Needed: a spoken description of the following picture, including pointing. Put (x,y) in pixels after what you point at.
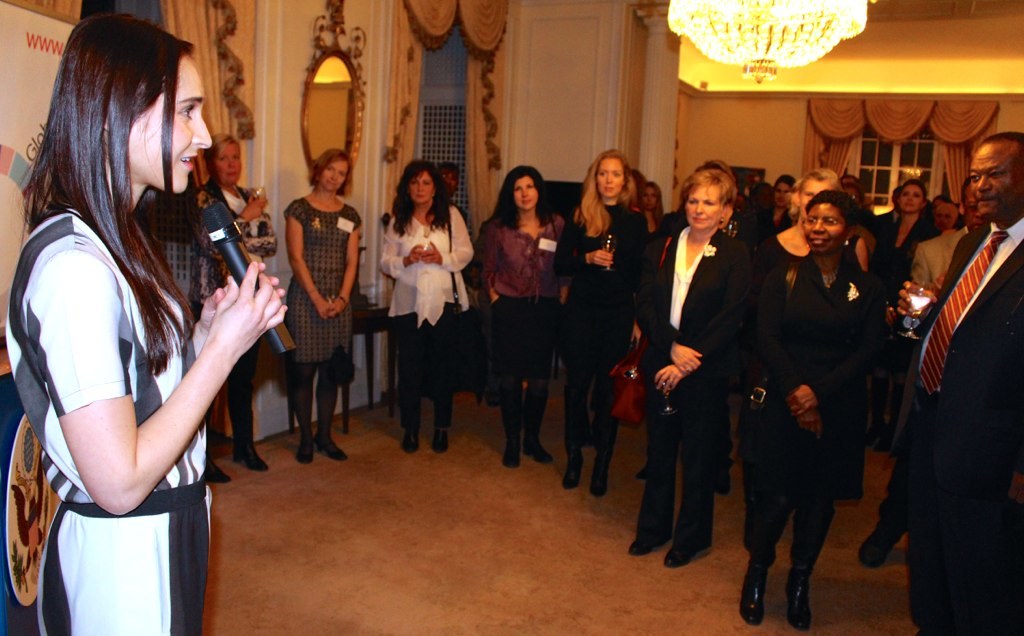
In the picture we can see a woman (177,438) standing on the floor (323,573) and talking in the microphone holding it and in front of her we can see some women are standing and beside them, we can see one man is standing he is with a blazer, tie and shirt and behind them, we can see some people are standing and talking and to the walls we can see some curtains (409,147) and a mirror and to the ceiling (989,47) we can see a light (714,46).
